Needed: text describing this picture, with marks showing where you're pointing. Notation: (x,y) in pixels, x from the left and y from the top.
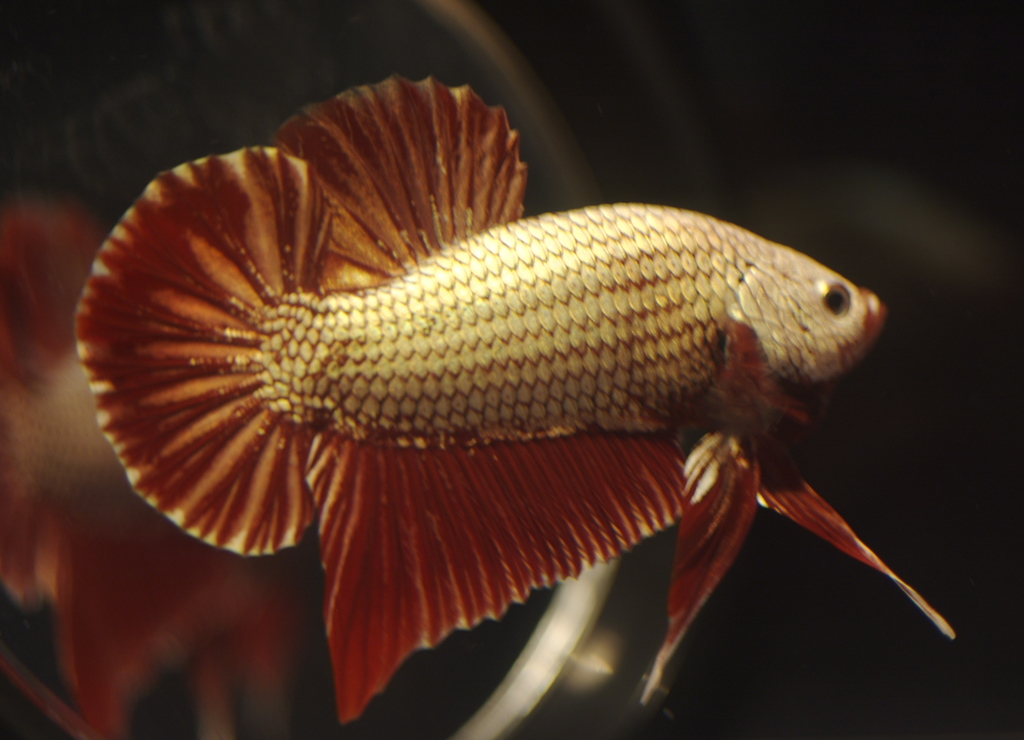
We can see fish (711,292). In the background (158,94) it is blur.
